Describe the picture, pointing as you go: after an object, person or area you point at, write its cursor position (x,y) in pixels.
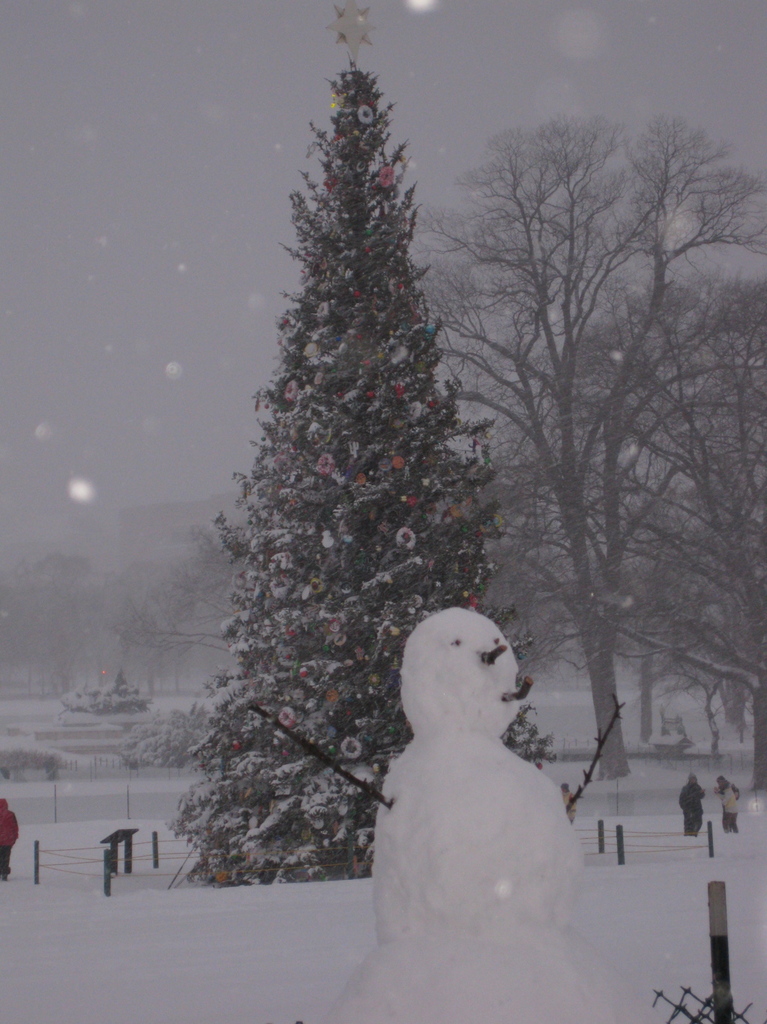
In the center of the image (343,348) there is a christmas tree (388,601) and snowman (426,881). In the background (53,664) there is a snow (590,699), trees (604,450) and sky (137,306).
